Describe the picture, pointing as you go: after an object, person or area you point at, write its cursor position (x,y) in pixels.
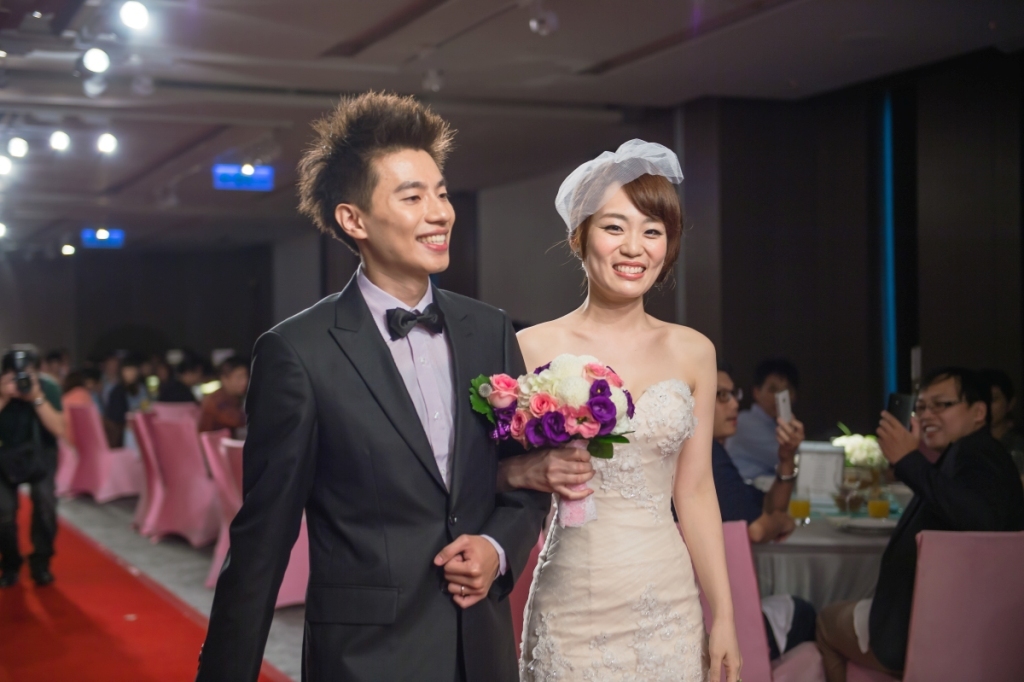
In the picture I can see a couple (466,456) standing and holding each other where one among them is holding a bouquet (536,422) in their hand (551,468) and there is a person (29,403) holding a camera (29,386) in the left corner (28,416) and there are few people (787,487) sitting in chairs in the background (150,373).
